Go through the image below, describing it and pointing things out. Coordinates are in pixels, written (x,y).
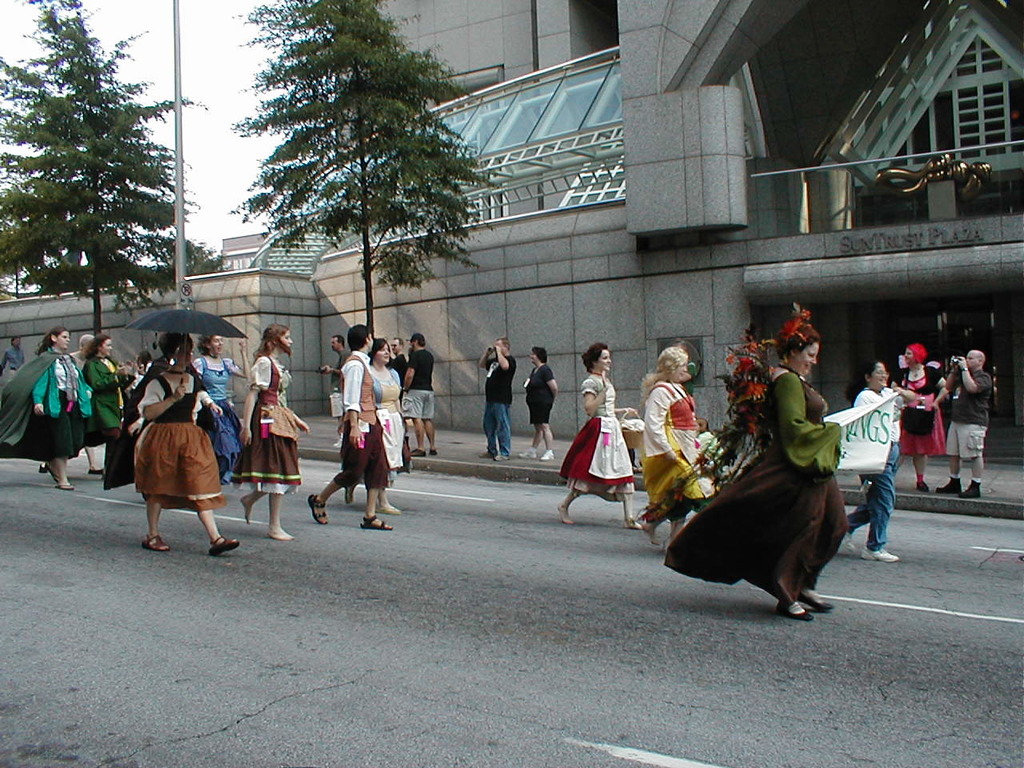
In the foreground of this image (166,417), there are few people (404,432) walking on the road (680,653). Two are holding a banner (870,438) and a woman (169,407) is holding an umbrella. In the background (502,368), there are few people (491,368) standing on the side path (1000,480). We can also see trees (126,231), pole (180,236), building (514,236) and the sky (236,137).
